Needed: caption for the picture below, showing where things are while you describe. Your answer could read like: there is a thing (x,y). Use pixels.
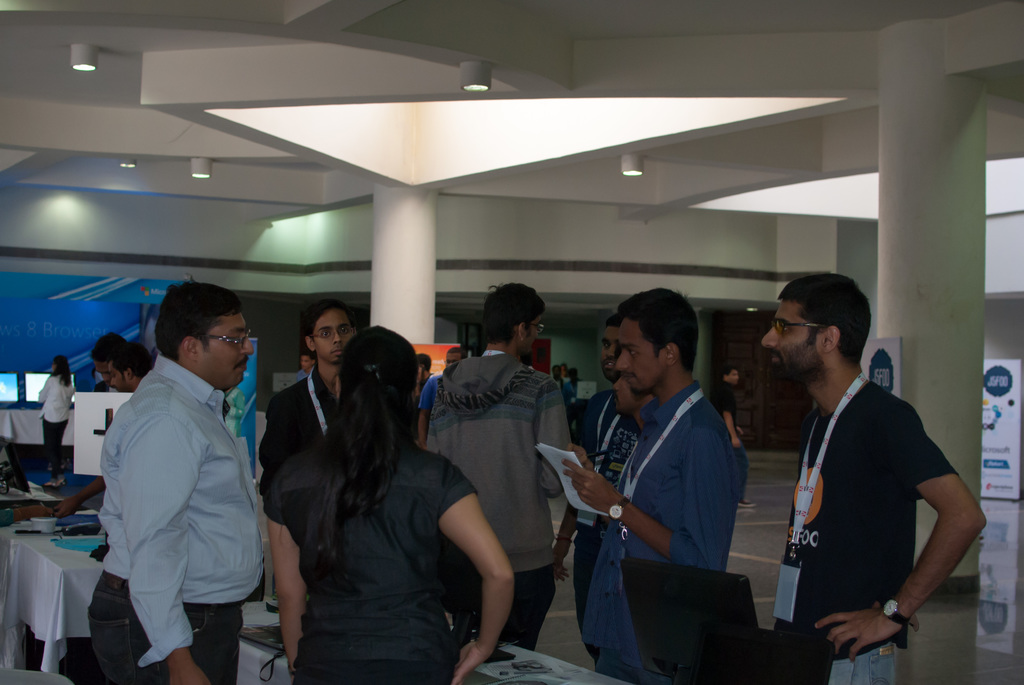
Here we can see group of people (426,385). There are tablecloths (249,676), pillars (981,469), hoardings (987,405), and lights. In the background (7,400) we can see screens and wall (718,275).
